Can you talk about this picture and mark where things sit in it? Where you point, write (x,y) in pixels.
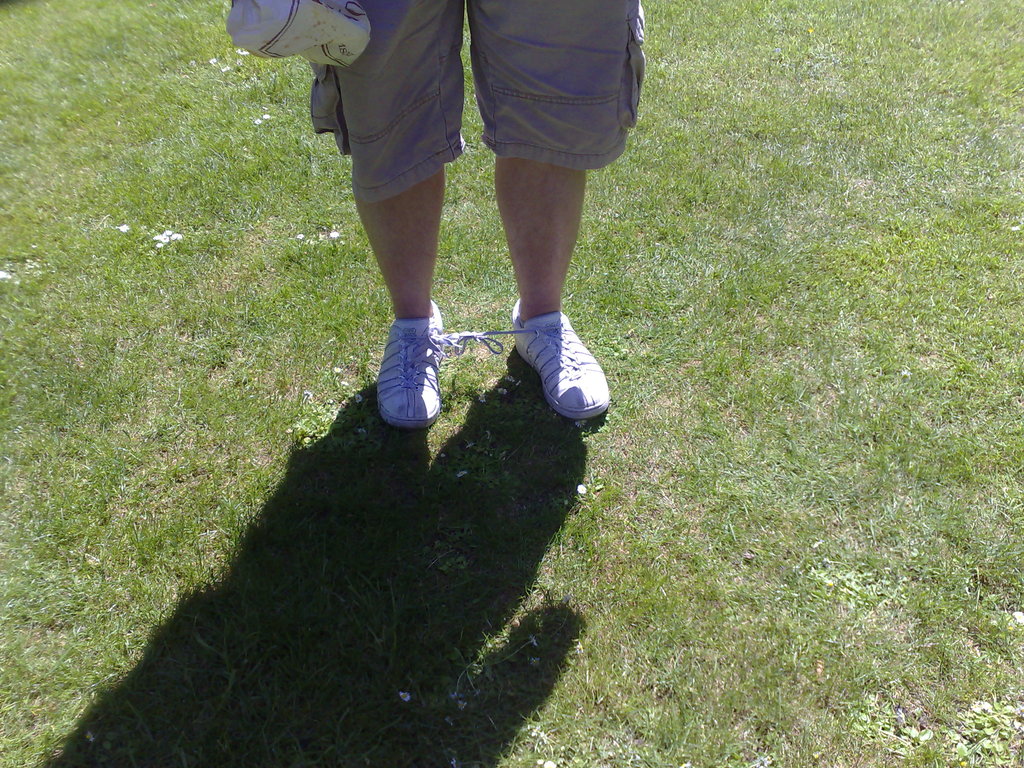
In this picture, we see the legs (395,182) of the human (541,255) who is wearing the white shoes (416,368). He or she is holding a white color object (293,26) in his or her hand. At the bottom (670,647), we see the grass (745,609) and we even see the shadow (386,635) of the human (391,104). It is a sunny day.
